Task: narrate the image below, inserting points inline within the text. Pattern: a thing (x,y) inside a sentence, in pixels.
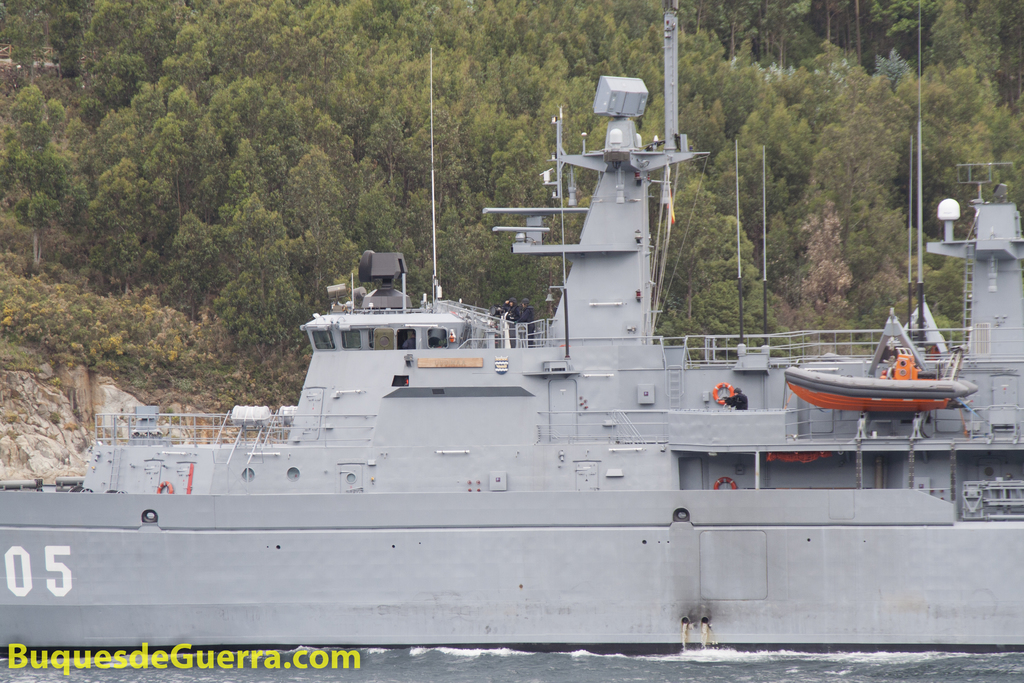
In this image we can see the ship (571,544) on the surface (628,656) of the water (683,675). In the background (233,240) we can see the trees (533,157). In the bottom left corner (234,663) we can see the text (341,655).
